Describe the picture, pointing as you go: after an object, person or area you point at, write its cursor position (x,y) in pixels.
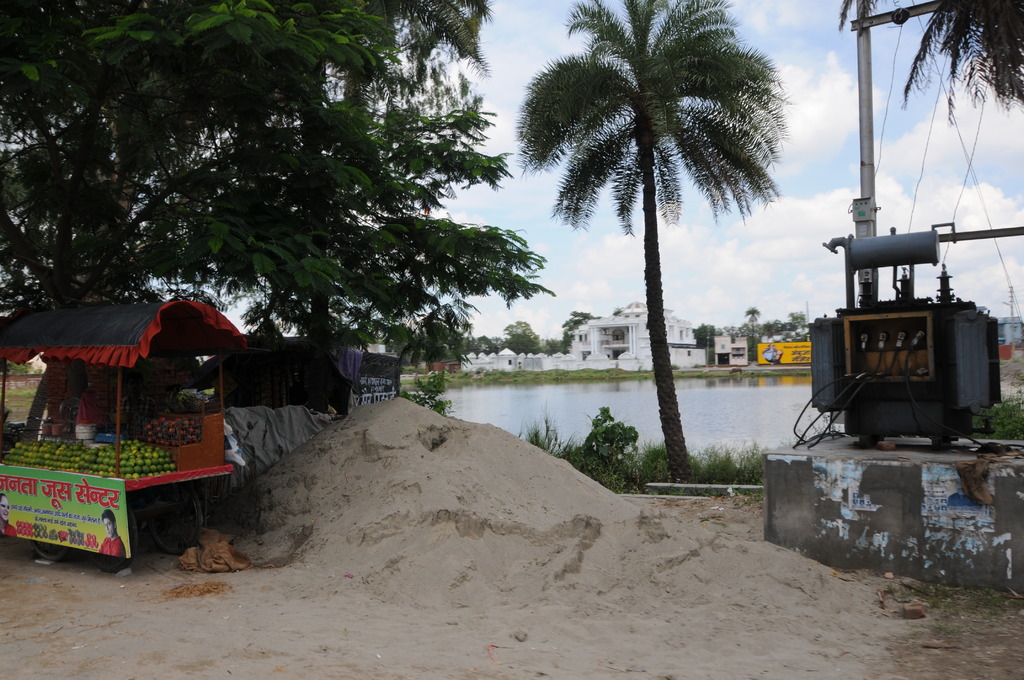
In this picture we can see one small lake (636,423), few buildings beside and some trees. One vehicle (193,462) on it some fruits (148,460) are placed on it.
